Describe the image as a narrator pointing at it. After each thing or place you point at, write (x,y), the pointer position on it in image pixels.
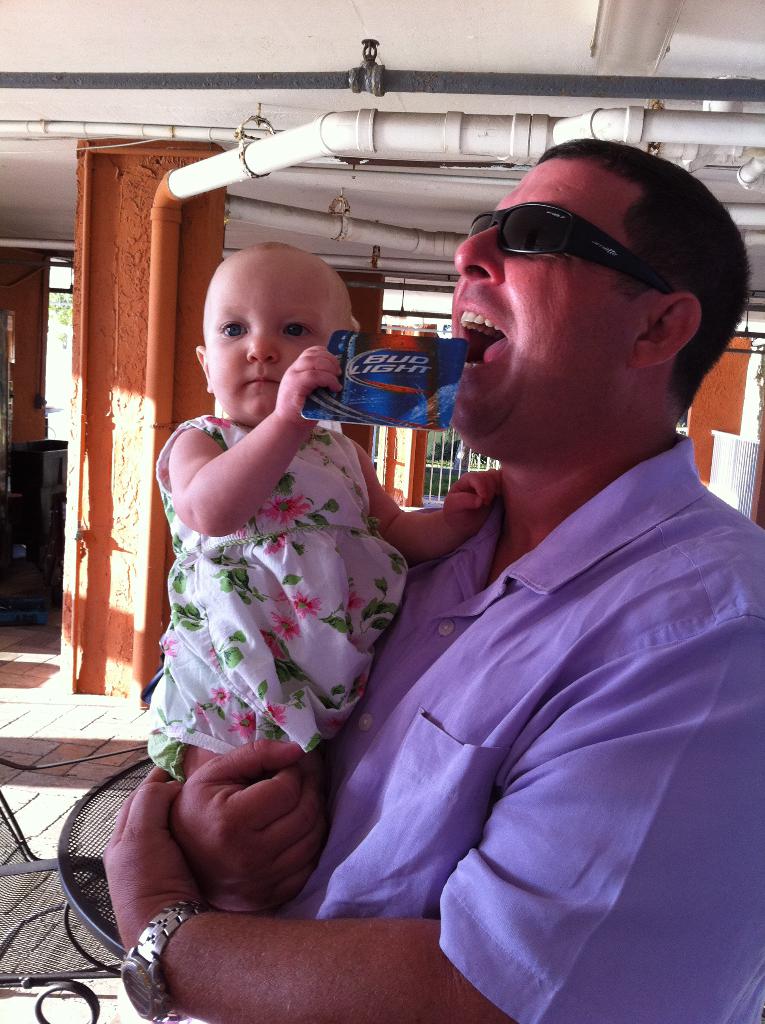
In this picture, we can see a person (469,401) holding a baby (277,375), and we can see the baby (308,310) holding an object (346,347), we can see the ground (99,733), and we can see some black color object (105,787), and we can see some grills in the background (444,447), we can see some pillars (403,464), the roof (57,148) with some objects (214,166).
